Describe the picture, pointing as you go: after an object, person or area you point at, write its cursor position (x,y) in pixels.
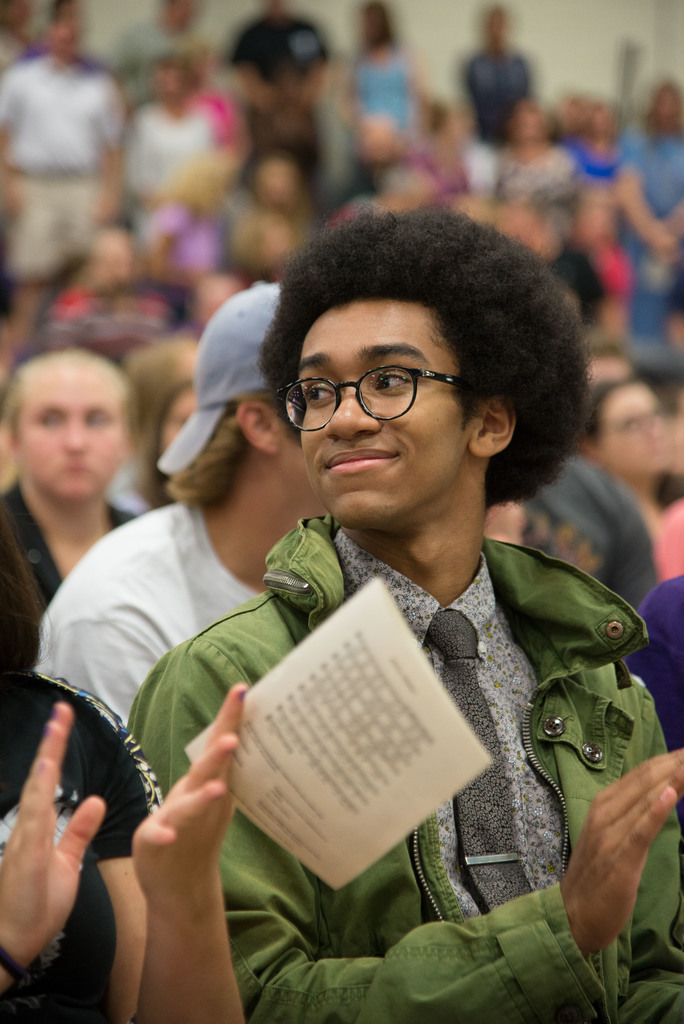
In this image we can see a person (351,477) wearing spectacles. We can also see a group of people (104,712) sitting around him. In that the man (482,565) is clapping. On the backside (489,211) we can see a wall (420,15) and some people (510,182) standing.
